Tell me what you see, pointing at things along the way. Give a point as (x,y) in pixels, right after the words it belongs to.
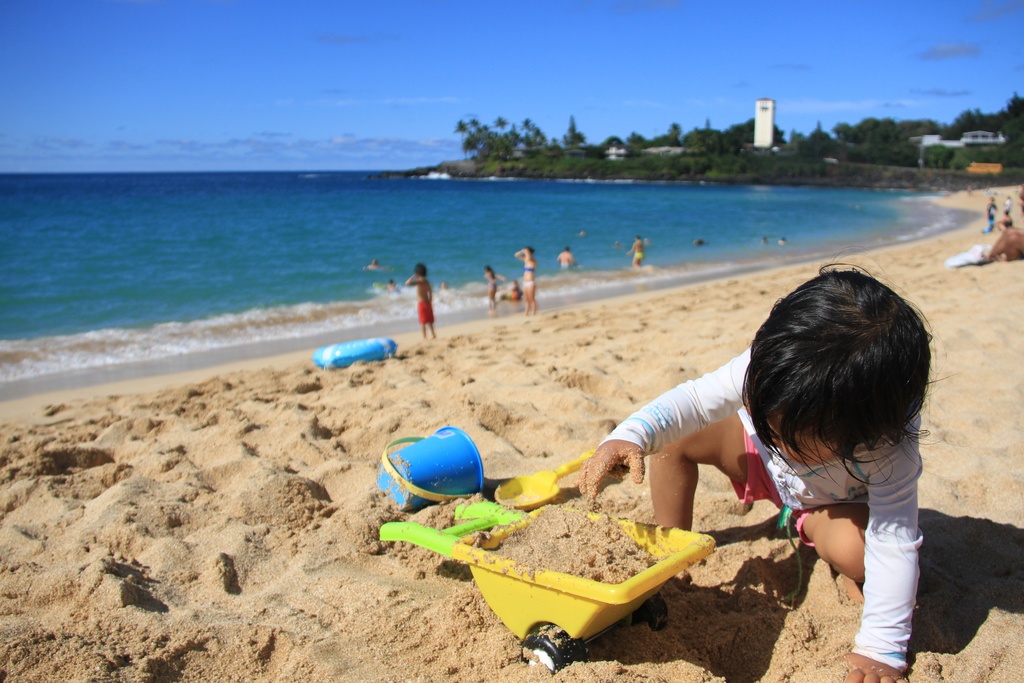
On the right side (843,455), there is a child (843,455) in white color t-shirt (730,376), playing with the sand (776,599) on the sand surface (432,513). In the background (358,280), there are other persons (1008,231), there is an ocean (440,220), there are trees (525,139) and buildings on the ground (996,174) and there are clouds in the blue sky (503,46).
